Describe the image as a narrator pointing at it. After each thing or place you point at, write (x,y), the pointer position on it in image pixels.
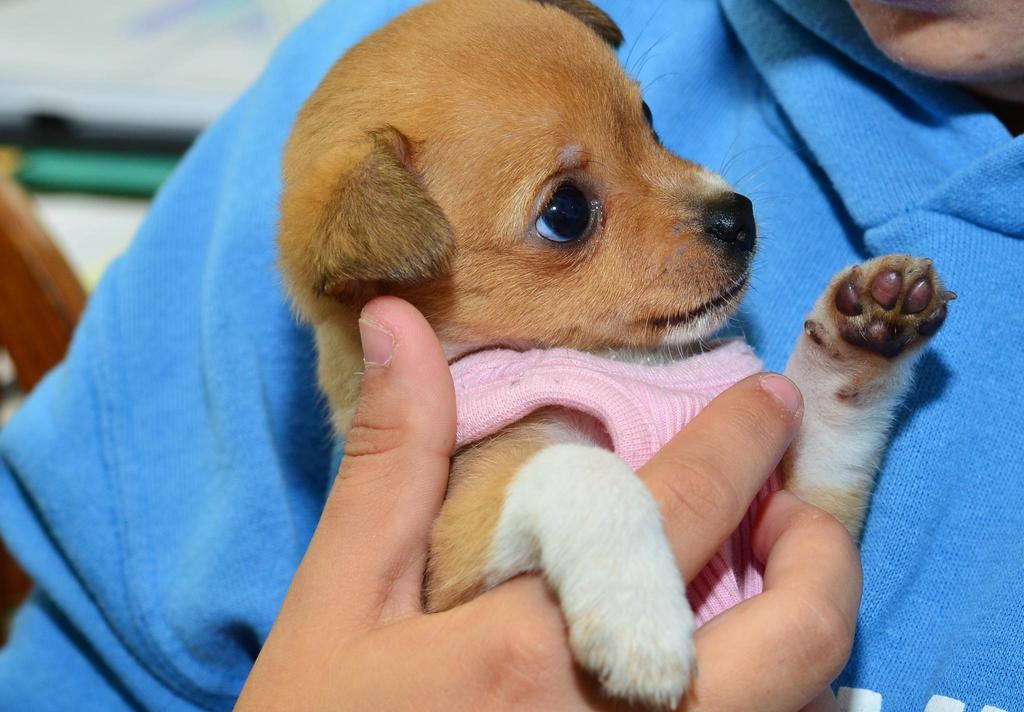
In the image we can see a person (851,160) wearing clothes (827,176) and holding a dog (545,287). The dog (490,240) is white and pale brown in color and the background (132,113) is blurred.
